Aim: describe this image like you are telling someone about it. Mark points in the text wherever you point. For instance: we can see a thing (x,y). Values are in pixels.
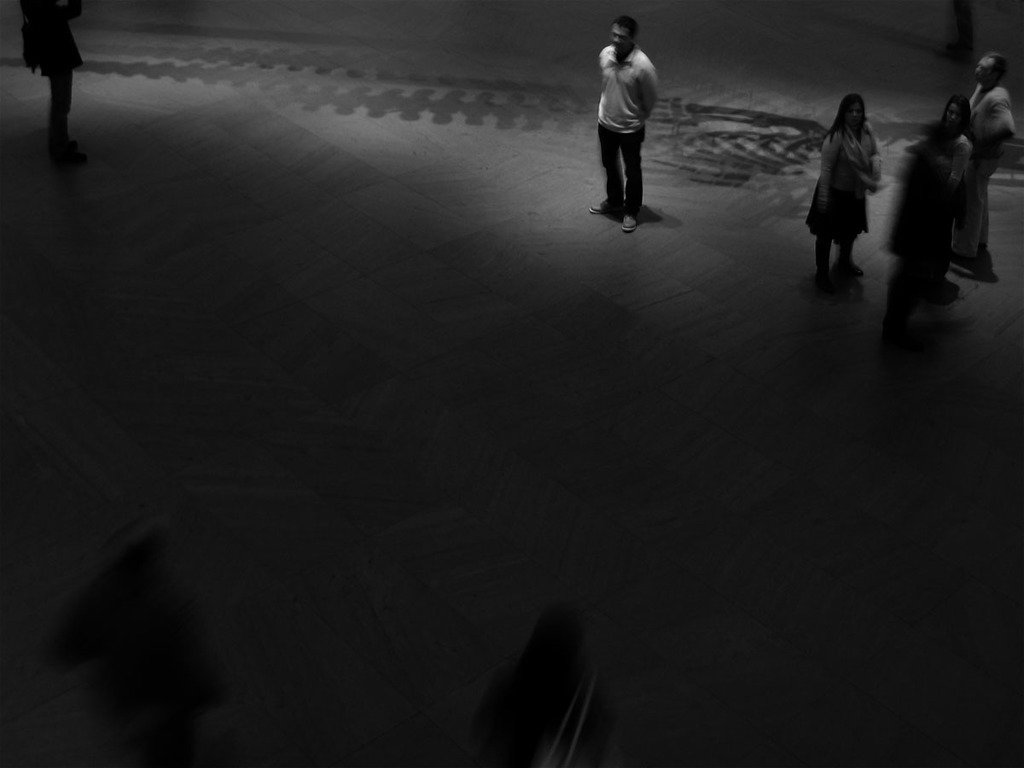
In the image we can see the black and white picture of people (61,97) wearing clothes (928,243) and the image is pale dark.
